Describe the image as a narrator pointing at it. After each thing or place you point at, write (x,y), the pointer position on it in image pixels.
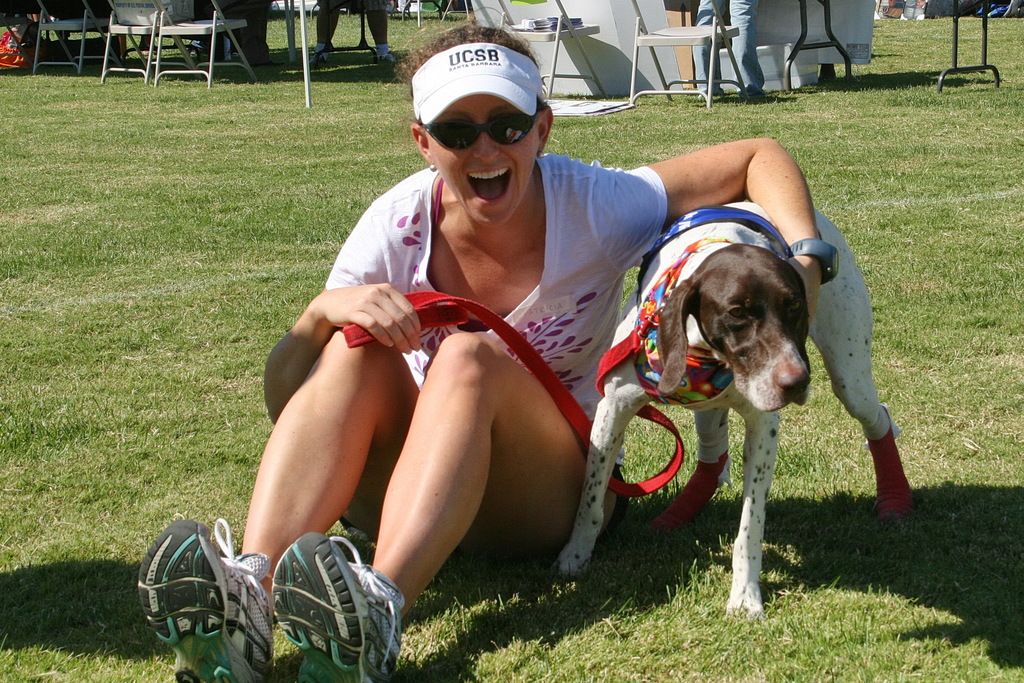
In this picture there is a lady (545,125) who is sitting on the grass floor (475,568) by holding a dog (834,238) in her left hand (809,298) and some other people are in the ground (605,150) as, there are chairs (152,38) above the area of the image and the lady (446,97) is laughing.
